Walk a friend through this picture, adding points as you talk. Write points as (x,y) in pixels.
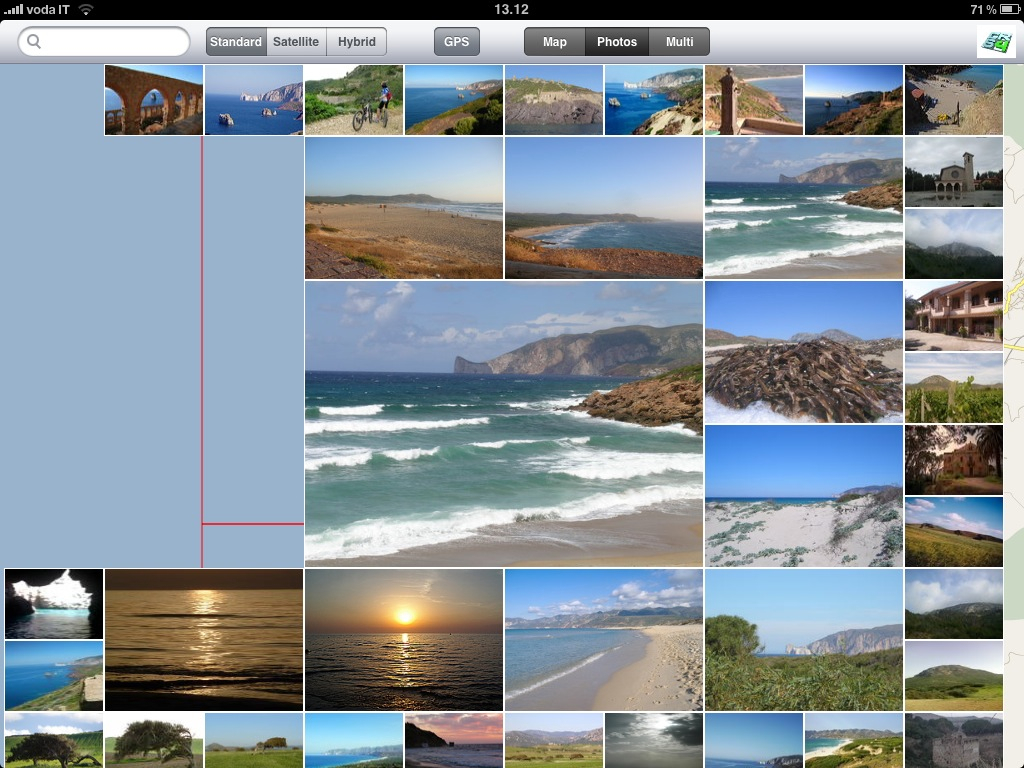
In the picture I can see the screen (270,20) of a computer (180,139). On the screen (836,342) I can see the collage images (648,97). I can see the images (131,90) of a bridge construction (200,84), beach view (636,459) of the oceans (664,430), sunrise (482,593), trees (732,635) and a house construction (978,329).
